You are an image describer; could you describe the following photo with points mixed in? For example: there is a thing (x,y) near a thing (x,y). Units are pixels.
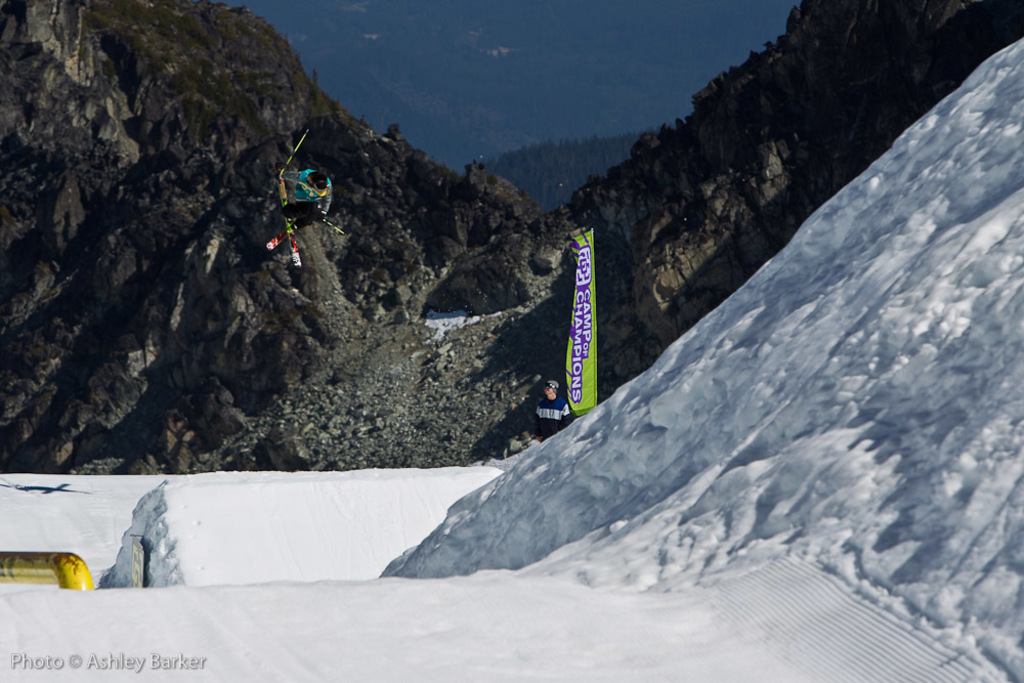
In this image there is a man (311,216) jumping. He is wearing ski boards (296,262). There is snow (256,611) on the ground (253,554). In the background (368,168) there are mountains (542,170). At the top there is the sky (561,52). In front of the mountains (624,199) there is a flag (588,338). There is text (589,319) on the flag (581,382). In front of the flag (570,386) there is a man (553,411) standing. In the bottom left (159,663) there is text (104,663) on the image.
